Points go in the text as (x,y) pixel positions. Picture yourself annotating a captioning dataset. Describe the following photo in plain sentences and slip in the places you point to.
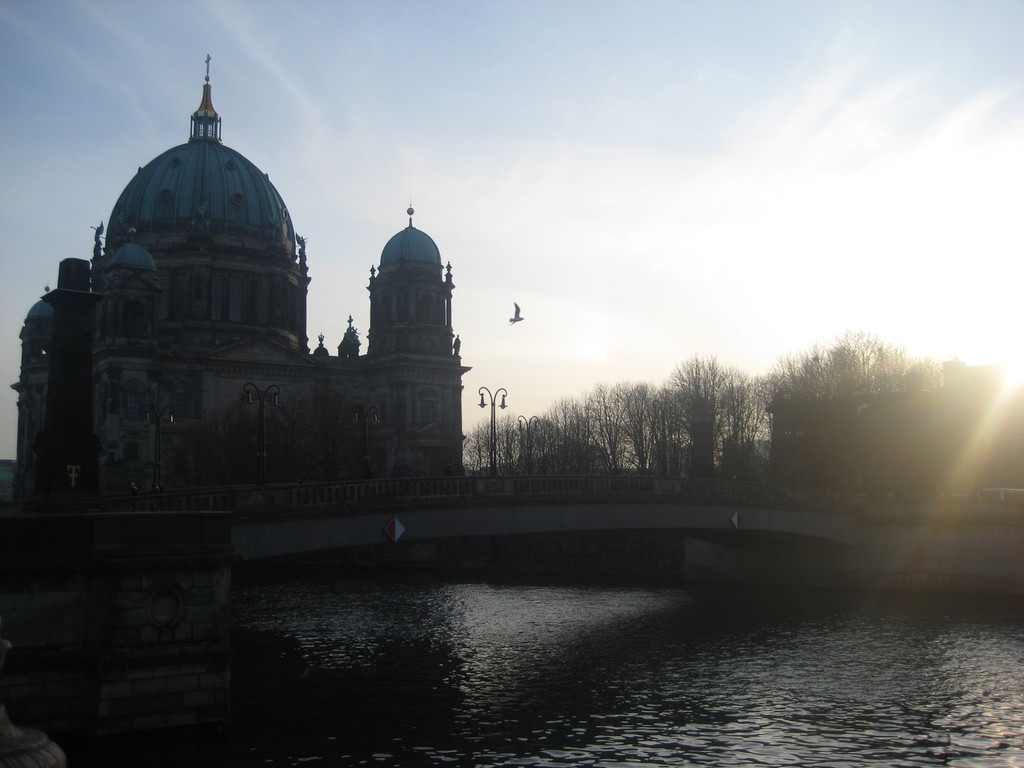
In this image, we can see bridge (421,527), street lights (260,466), railings (408,497), walls (179,541), trees (611,462) and ancient architecture (303,434). At the bottom of the image (635,718), we can see the water (640,678). In the background (602,197), there is the sky (536,191). Here we can see a bird (520,315) is flying in the air (516,326).
